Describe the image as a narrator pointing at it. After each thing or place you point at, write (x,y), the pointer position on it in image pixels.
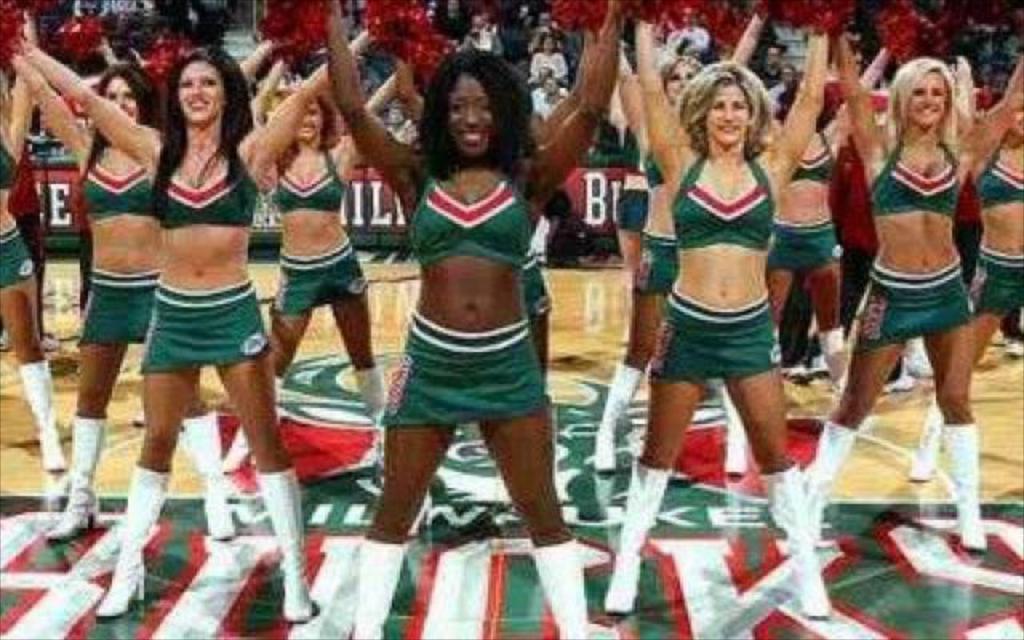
In this image, there are a few people (822,222). Among them, some people (713,185) holding some objects (304,2) are standing. We can see the ground (258,515) with some images (584,474) and text (904,531). We can also see some boards (600,215) with text (615,209).
